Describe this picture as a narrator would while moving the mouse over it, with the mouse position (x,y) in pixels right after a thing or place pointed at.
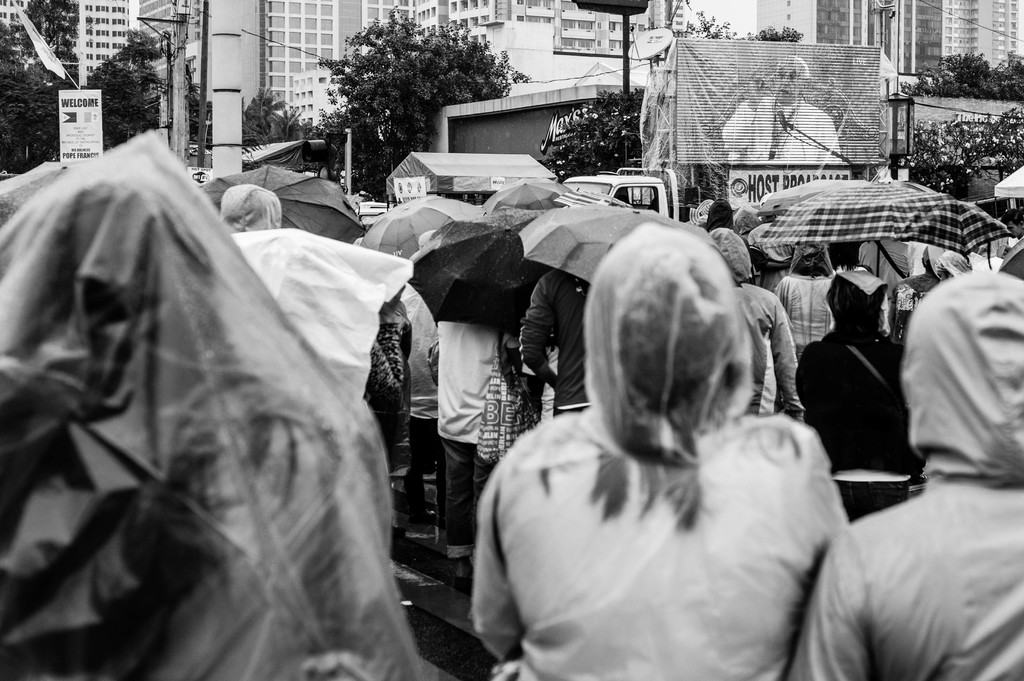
In this image we can see black and white picture of a group of people (358,256) standing on the ground (439,623), some people (476,603) are wearing coats (1011,335) and some are holding umbrellas (345,227). In the background (777,112), we can see a screen (787,123) placed on a vehicle (677,192), shed (442,163), a banner (90,117) with some text (87,101), flag (48,65), group of buildings (313,107) with windows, a group of trees (961,163), poles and the sky (747,20).
